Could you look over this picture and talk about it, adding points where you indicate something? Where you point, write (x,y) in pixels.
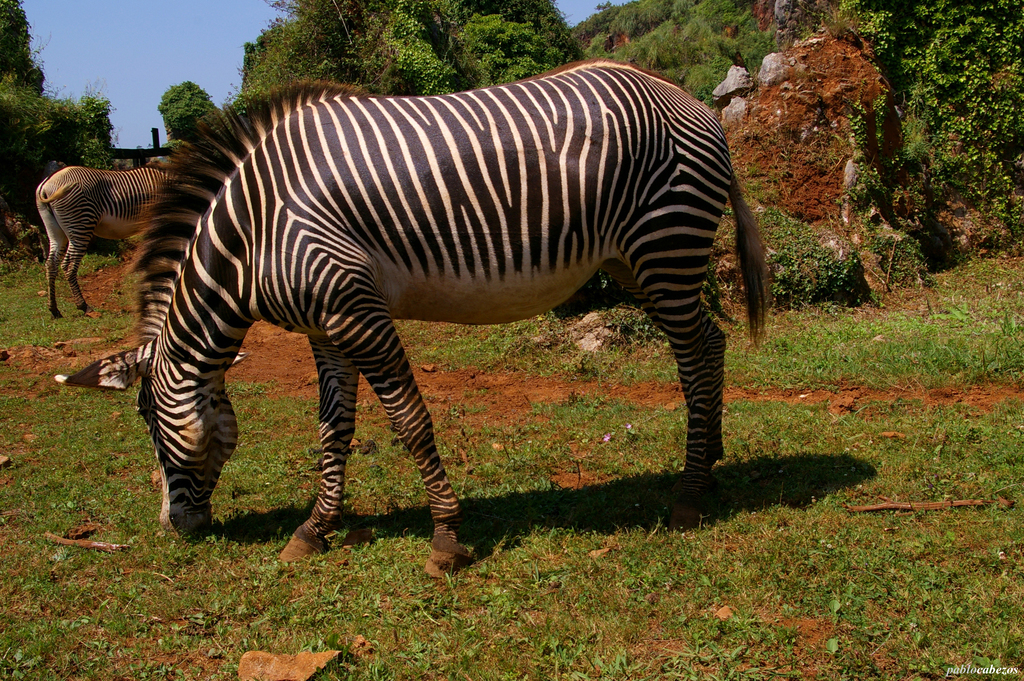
In this image in the foreground (176,258) there are two zebras (159,294), at the bottom (705,582) there is grass (799,427) and sand (855,403) and in the background (460,60) there are some trees (18,164) and mountains (822,108). At the top of the image (146,39) there is sky (162,33).
